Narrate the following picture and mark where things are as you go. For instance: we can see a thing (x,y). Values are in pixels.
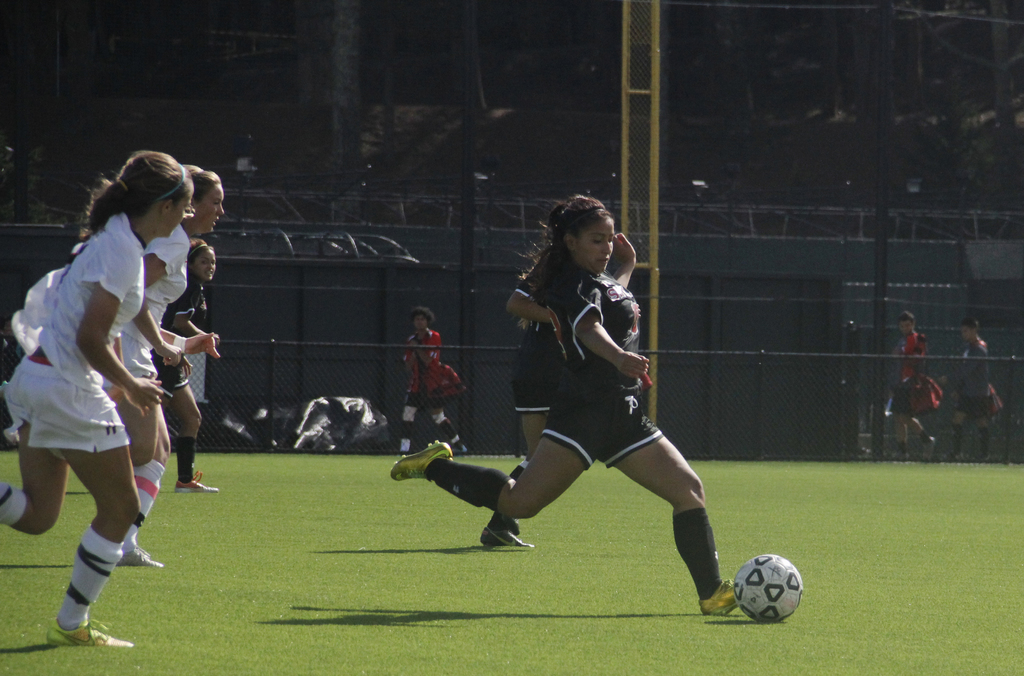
In this image there are group of girls (41,486) playing foot ball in the ground (978,571), beside them there is a fence (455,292) and some other things (990,153).
